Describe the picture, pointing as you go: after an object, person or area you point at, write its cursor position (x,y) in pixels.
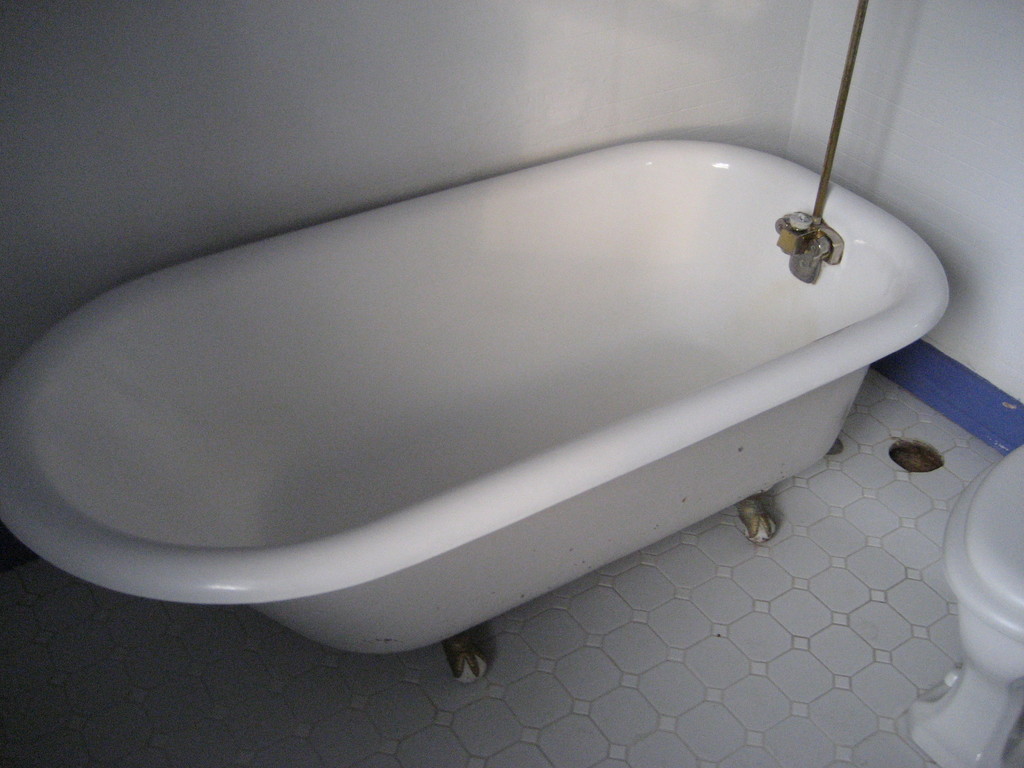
There is a bathtub (484,494) on the floor (703,637) in the bathroom (727,611) and there is a toilet (979,614) here. In the background (467,84) we can observe a wall (547,84).
